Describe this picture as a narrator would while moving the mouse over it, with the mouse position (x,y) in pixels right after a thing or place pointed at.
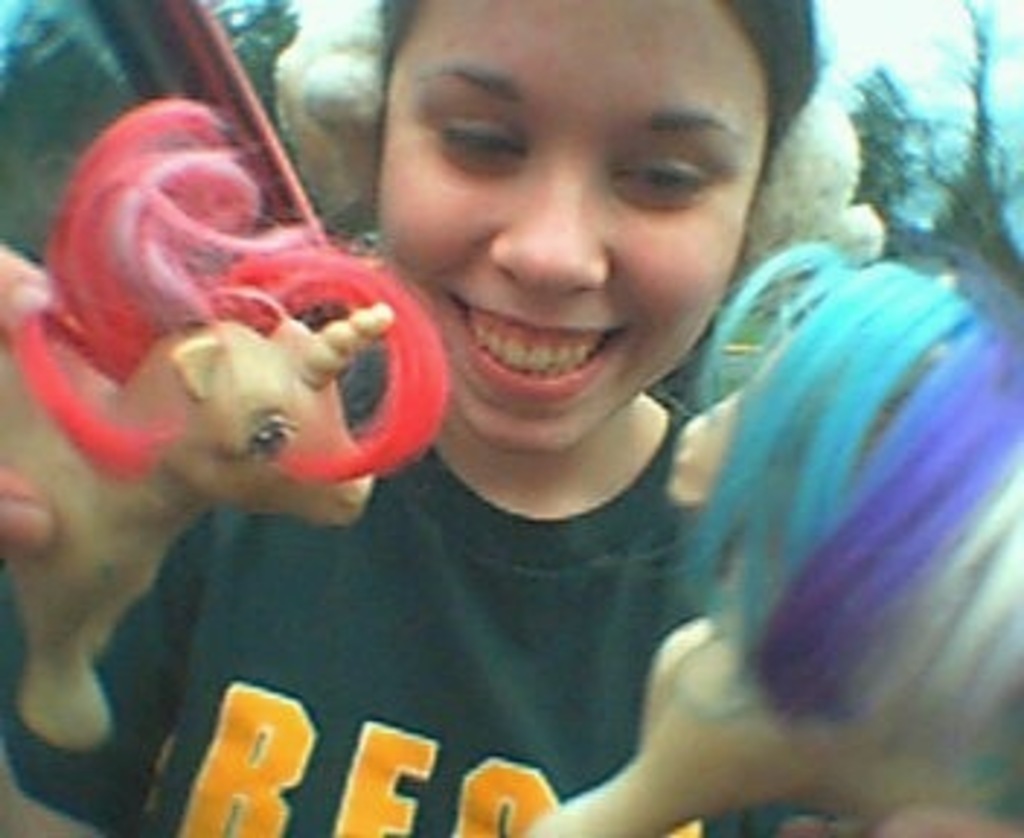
The picture consists of a woman (510,619) playing with toy horses (246,394). The background (868,63) is not clear.
